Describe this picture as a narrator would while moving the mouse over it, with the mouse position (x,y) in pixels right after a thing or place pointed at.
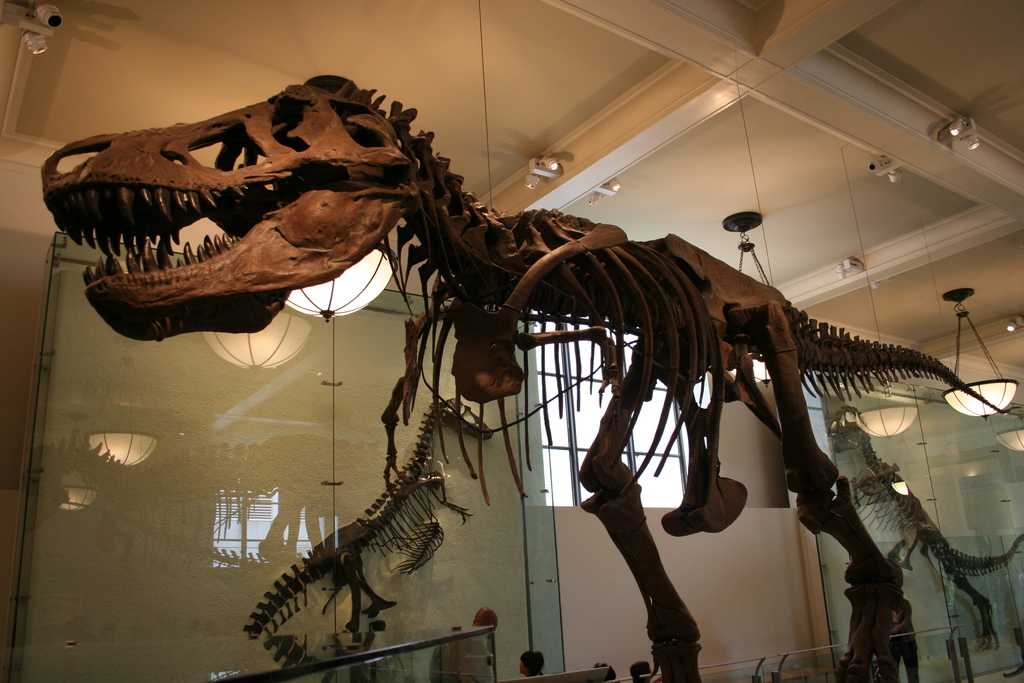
In this image we can see a dinosaur skeleton (468,324) is hang from the white color roof (657,134). Behind it, we can see the white color wall (590,620), window (596,408) and two more skeletons (410,521) in the glass (141,449). We can see the camera (53,14) in the left top of the image (28,17) and lights (956,337) are attached to the roof (946,332).
